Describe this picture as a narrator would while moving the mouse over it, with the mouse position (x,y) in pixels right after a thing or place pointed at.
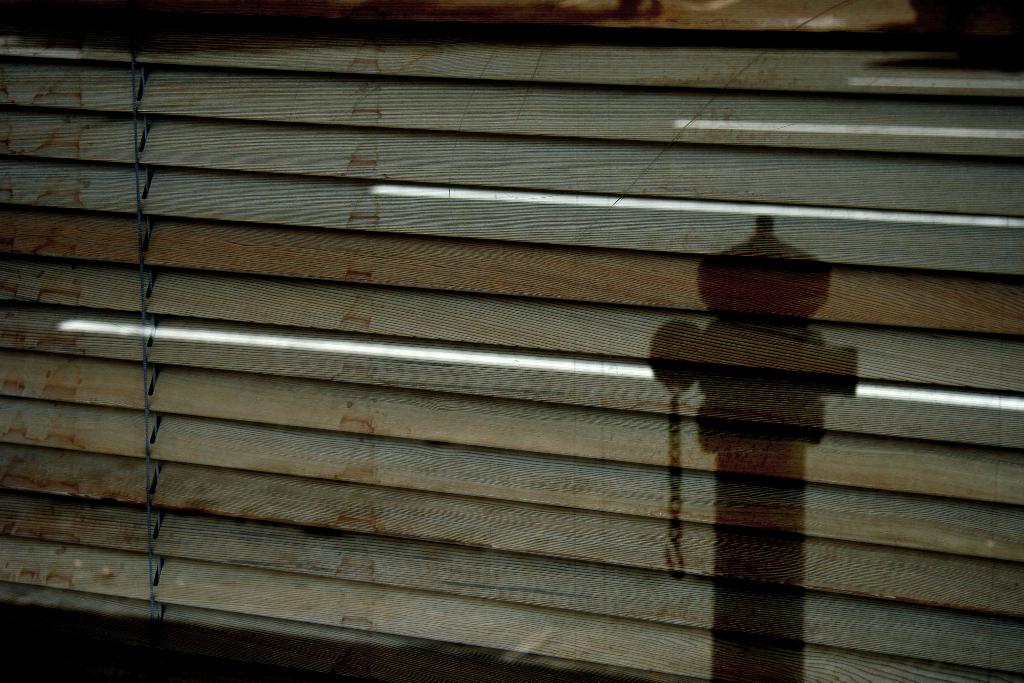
This is a shadow (768,494), this is a window curtain (197,314).
